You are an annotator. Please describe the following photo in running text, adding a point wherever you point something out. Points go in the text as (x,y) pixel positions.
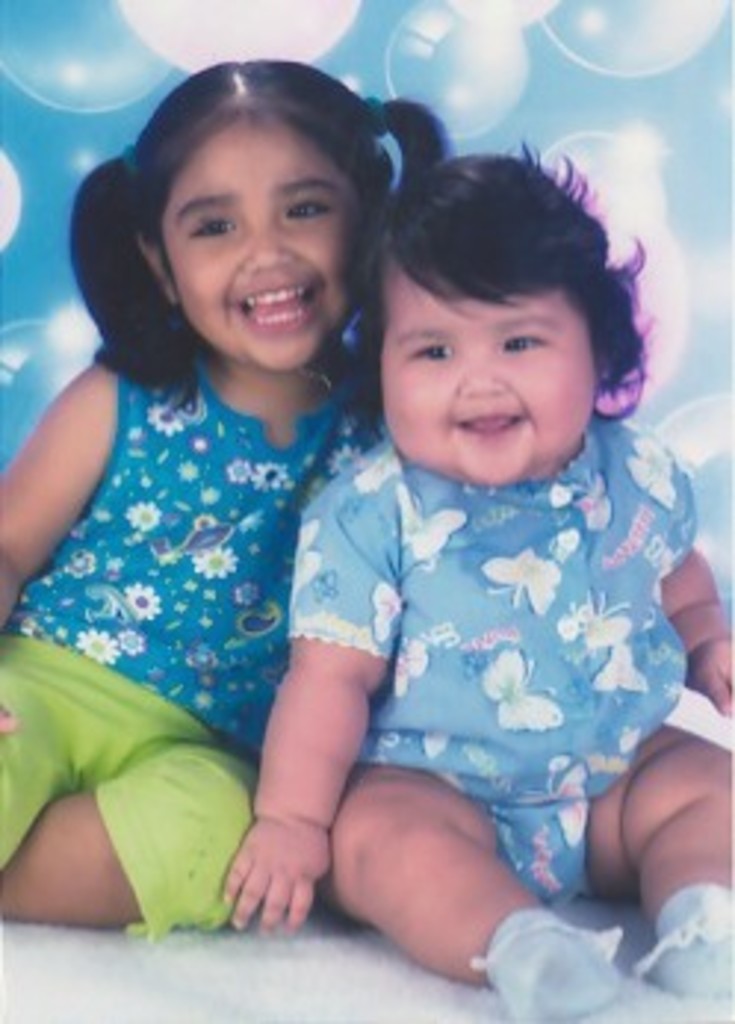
In the image there is a baby (411,632) and a girl (244,790) sitting and smiling. Behind them there is a wall (643,200) with designs (668,209).
